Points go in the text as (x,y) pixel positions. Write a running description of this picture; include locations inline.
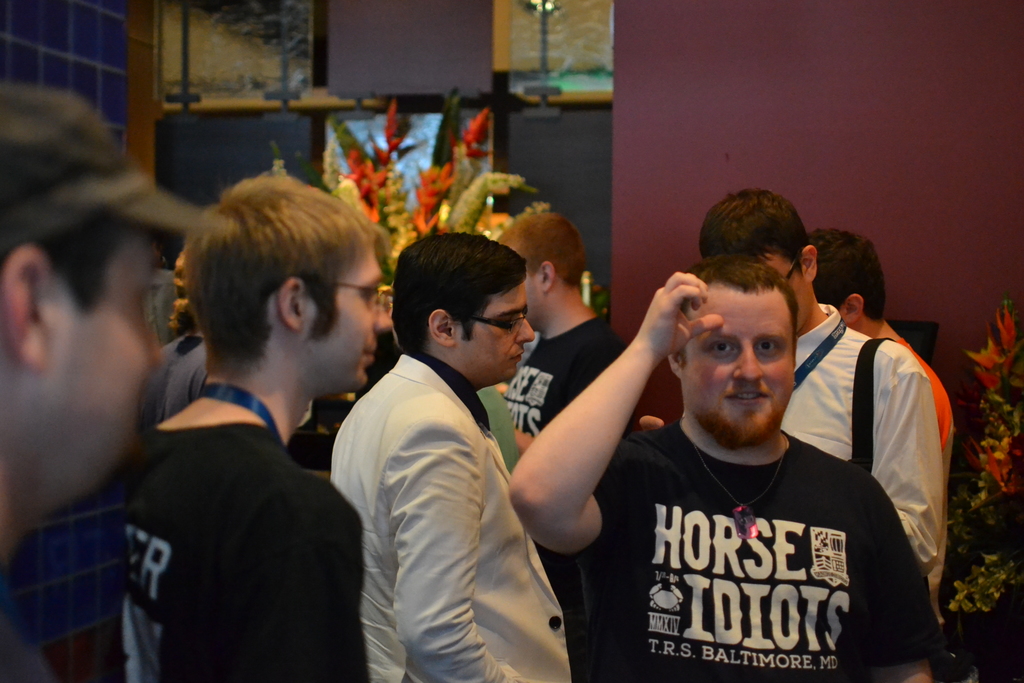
In this picture we can see people (57,222) standing and looking at someone (660,608).
